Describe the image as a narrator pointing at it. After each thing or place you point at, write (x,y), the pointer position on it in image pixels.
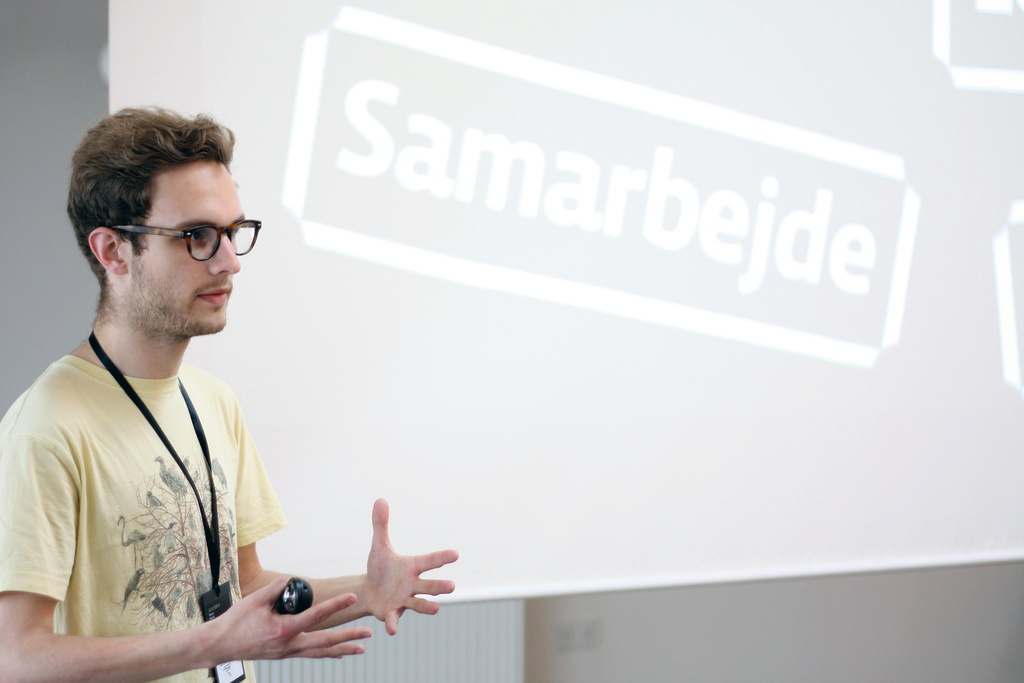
In this image there is a person (83,514) standing and holding an object (285,597), behind him there is a screen (683,215) with some text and a wall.
